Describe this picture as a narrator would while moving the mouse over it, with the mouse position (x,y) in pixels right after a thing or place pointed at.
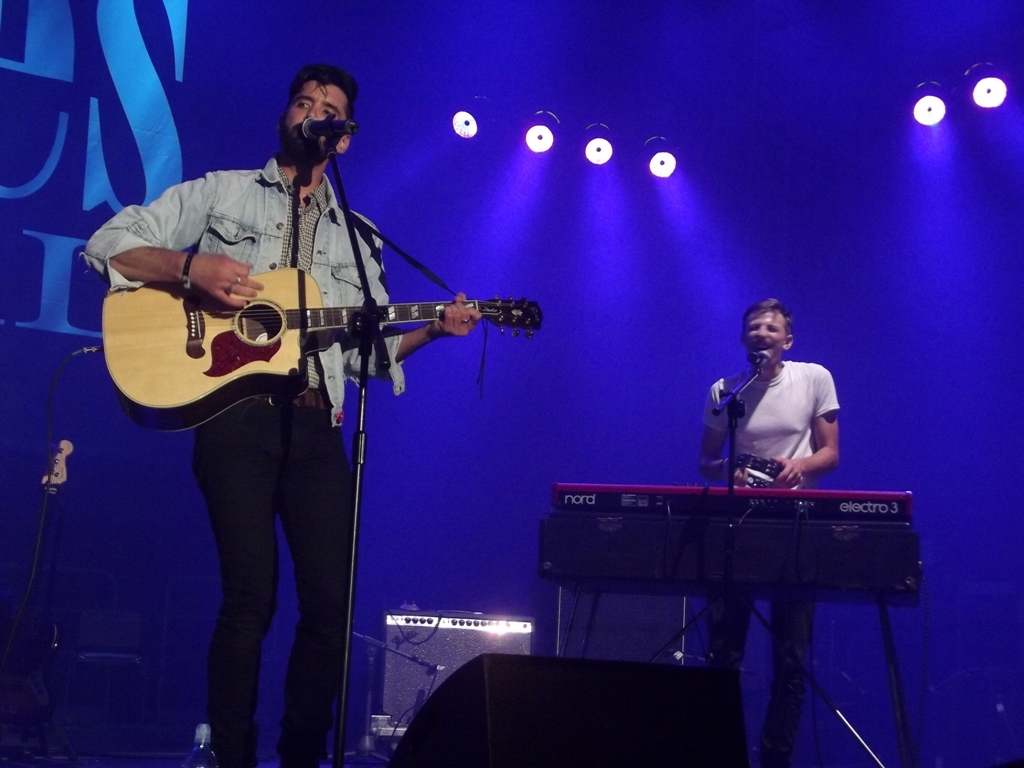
Here a man (327,358) is singing in the microphone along with playing his guitar (433,308) on the right side (704,398) there is a man (753,403) who is playing a musical instrument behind him there is a light (592,156).
